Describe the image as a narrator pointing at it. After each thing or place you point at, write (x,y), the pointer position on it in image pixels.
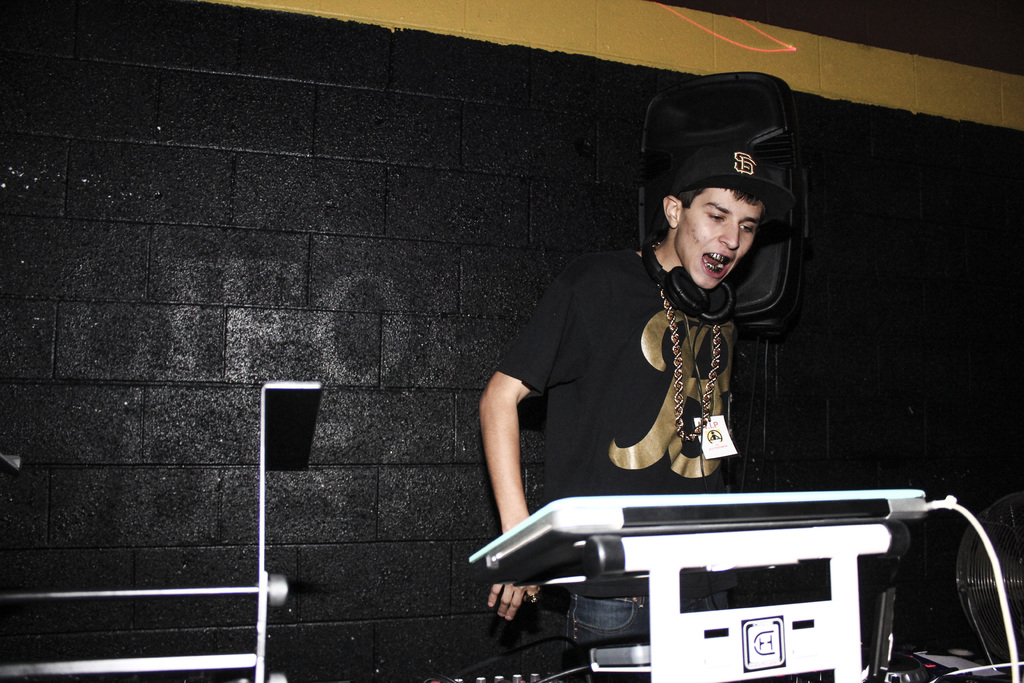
In the image there is a music player (600,414) there are different instruments (635,564) in front of him, he is wearing a chain (678,393) around his neck (658,255) and head phones (657,273) and he is wearing a black hat (714,149), behind the man (757,179) there is a wall (437,334).
